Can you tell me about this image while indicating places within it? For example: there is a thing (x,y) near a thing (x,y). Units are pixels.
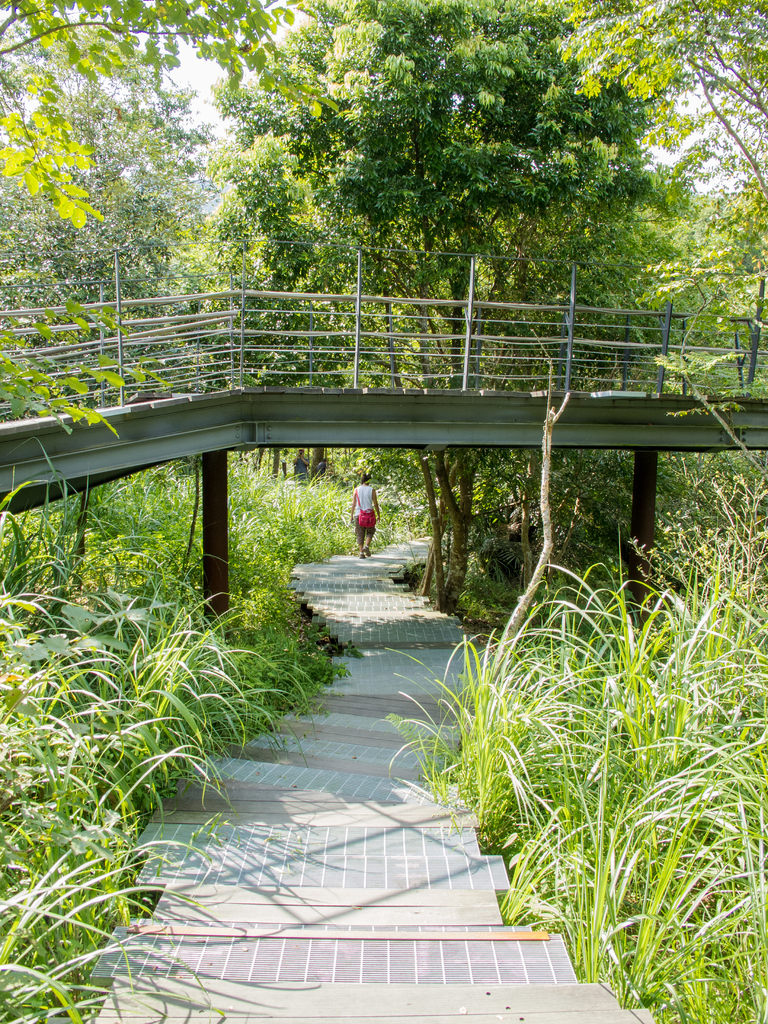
In this picture there is a man (366,510) wearing white color t-shirt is walking in the garden area (330,726). In the front side (74,701) there are some grass (80,721). On the top (556,341) there is a small iron bridge (394,391). In the background (369,356) there are many trees (186,234).
